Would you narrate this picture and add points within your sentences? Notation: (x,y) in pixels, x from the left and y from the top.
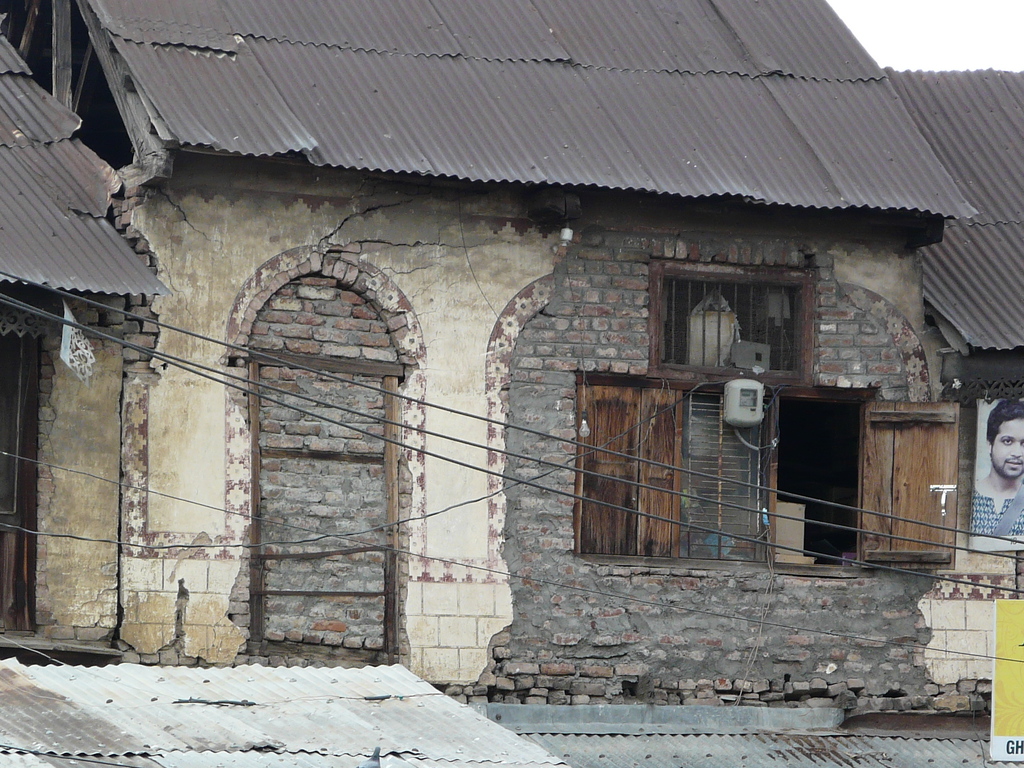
In this image we can see houses (566,420) with brick wall (598,625) and sheet (480,137) with wooden windows (918,470). Right side of the image (988,485) one banner (1000,509) is there.
